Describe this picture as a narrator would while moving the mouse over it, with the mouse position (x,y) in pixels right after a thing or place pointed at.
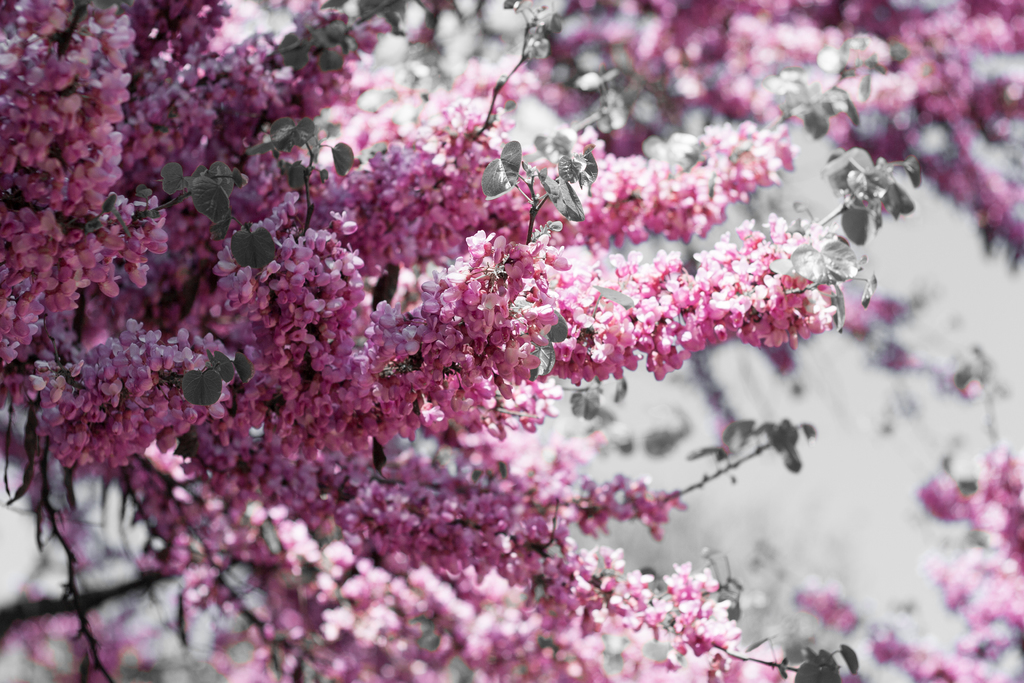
In this image we can see a bunch of flowers (492,444) to the branches (535,393) of a tree (556,366).
